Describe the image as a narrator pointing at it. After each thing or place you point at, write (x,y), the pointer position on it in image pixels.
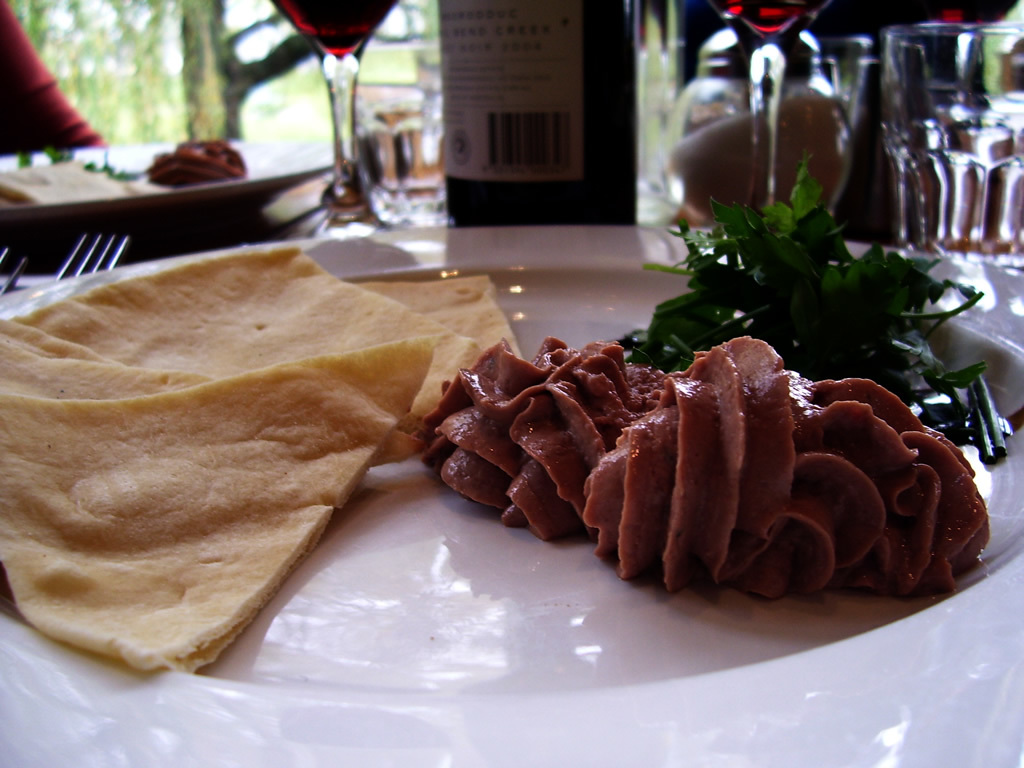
In this image I can see white colour plate (874,729) and in it I can see different types of food (579,486). In background (292,166) I can see few forks (93,248), few glasses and one more plate (264,186) with food (40,176) in it. I can also see this image is little bit blurry from background (307,46).
